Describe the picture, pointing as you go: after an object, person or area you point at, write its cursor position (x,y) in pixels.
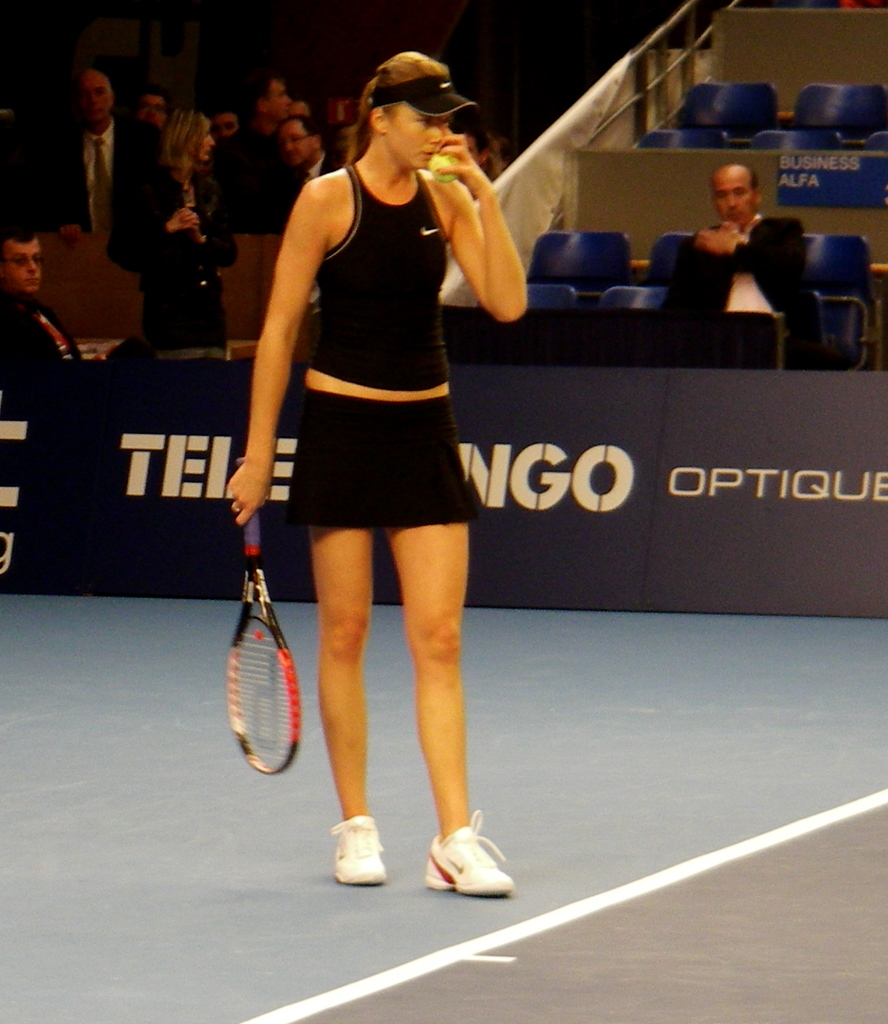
In the middle of this image (344,433), there is a woman (368,253) in a black color dress (383,386), wearing a black color cap (467,99), holding a ball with a hand (477,169), holding a bat (255,688) with the other hand (247,485) and standing on the court (318,819). In the background (799,532), there is a banner (177,375), there are persons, a fence (668,30) and there are chairs (825,99) arranged.
